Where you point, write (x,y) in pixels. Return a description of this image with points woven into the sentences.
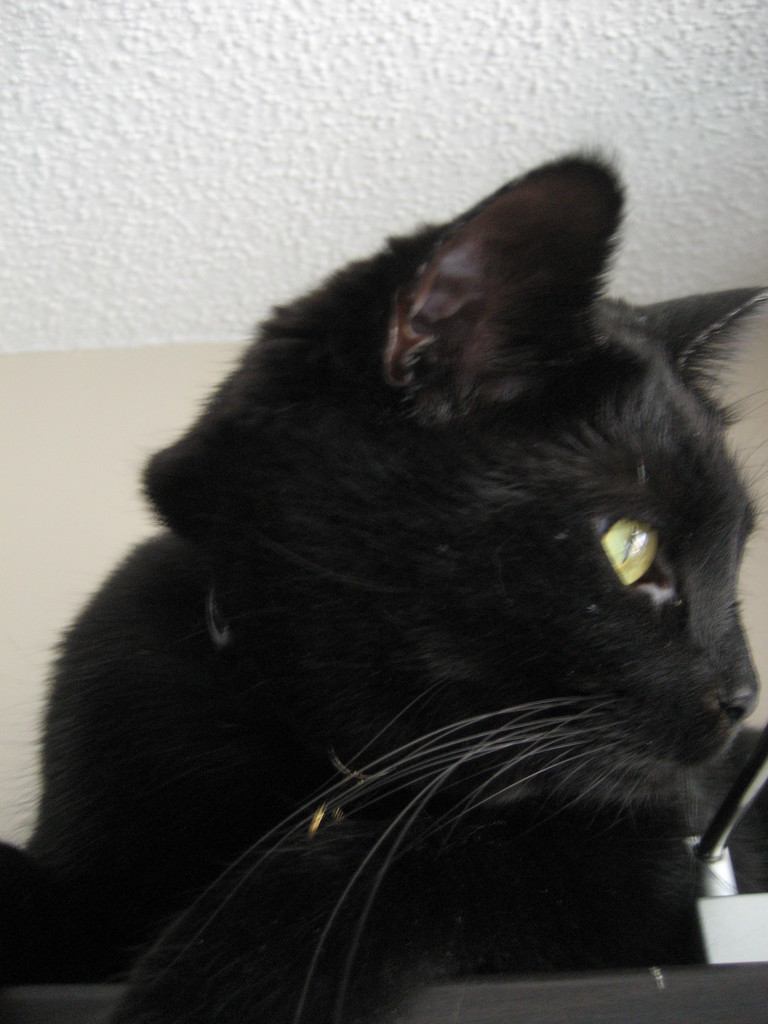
It's a black a color cat (467,589) and this is the wall (7,553).
